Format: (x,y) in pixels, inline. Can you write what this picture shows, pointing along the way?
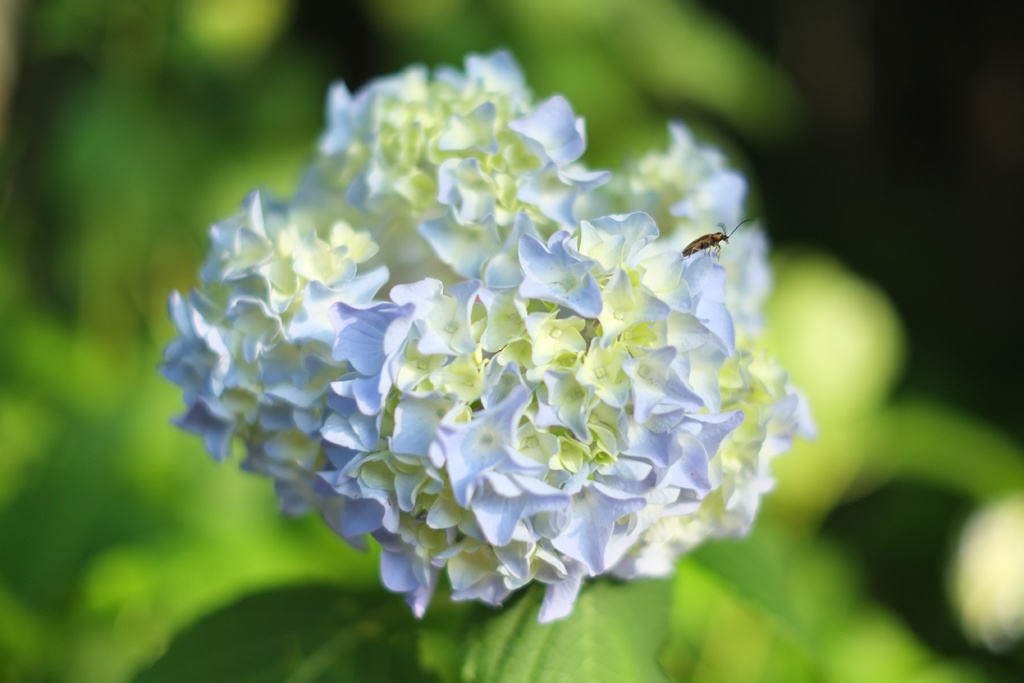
Here we can see an insect (700,246) on the flowers (417,397). There is a blur background (69,173) with greenery (140,385).
